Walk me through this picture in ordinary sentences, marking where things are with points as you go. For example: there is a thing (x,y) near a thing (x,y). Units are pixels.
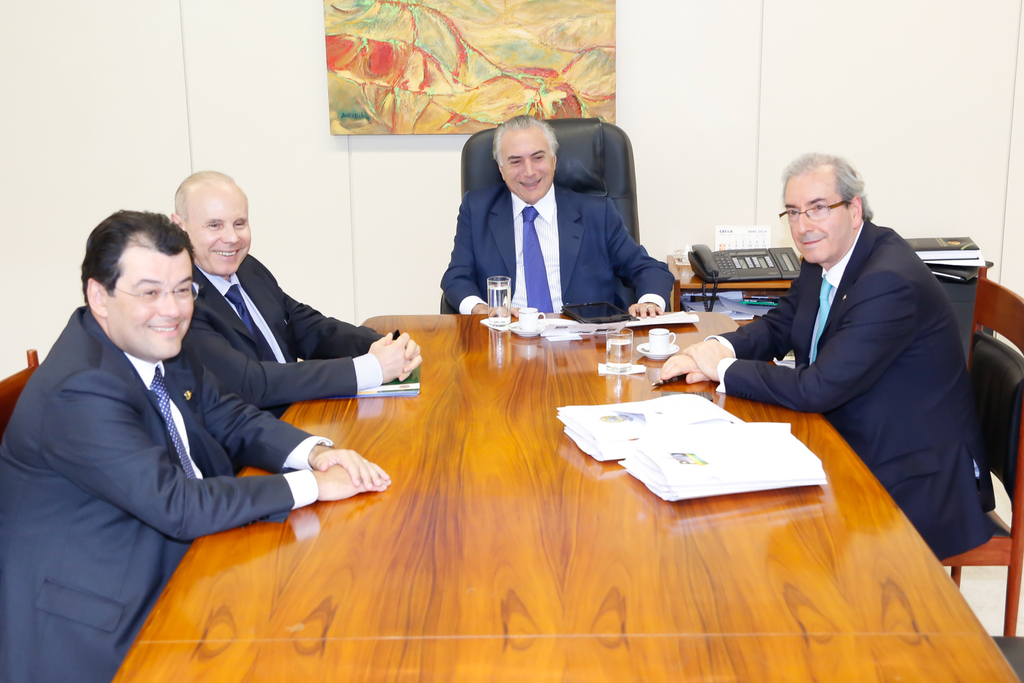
In this picture we can see four people (226,218) sitting on chairs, here we can see a table (634,624), glasses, cups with saucers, files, papers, telephone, books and some objects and in the background (416,229) we can see a wall (436,258), photo frame (480,24).
